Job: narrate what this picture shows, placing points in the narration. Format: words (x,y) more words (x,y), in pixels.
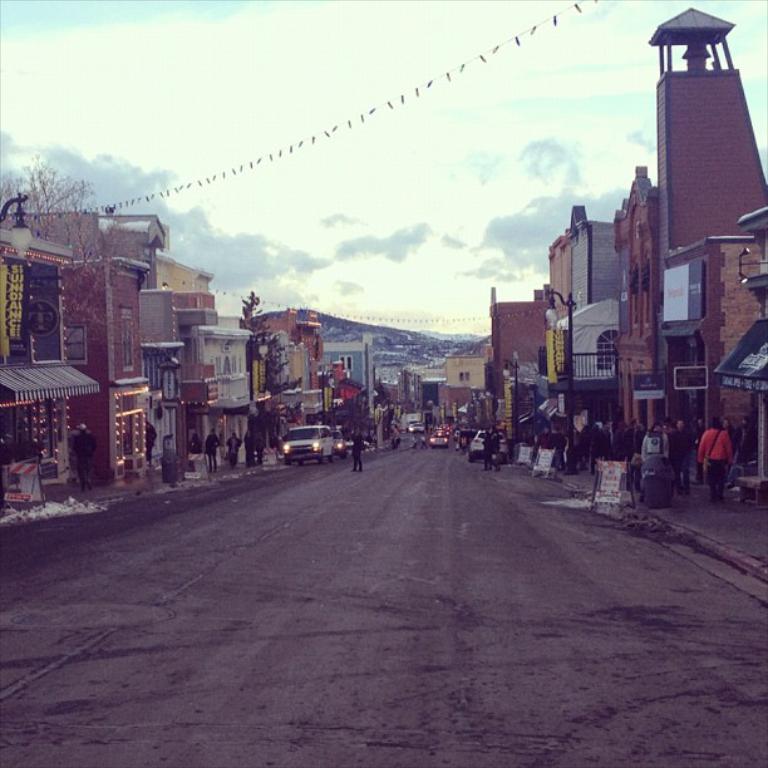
In the picture I can see the road (414,532), vehicles (438,429) moving on the road (415,436), few vehicles (480,437) are parked at the side of the road (526,506) and people (714,489) walking on the sidewalks (751,500). Here we can see boards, we can see light poles (264,376) and buildings (255,406) on either side of the image. We can see the hill (349,333) and sky (370,187) with clouds (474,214) in the background (485,218).
